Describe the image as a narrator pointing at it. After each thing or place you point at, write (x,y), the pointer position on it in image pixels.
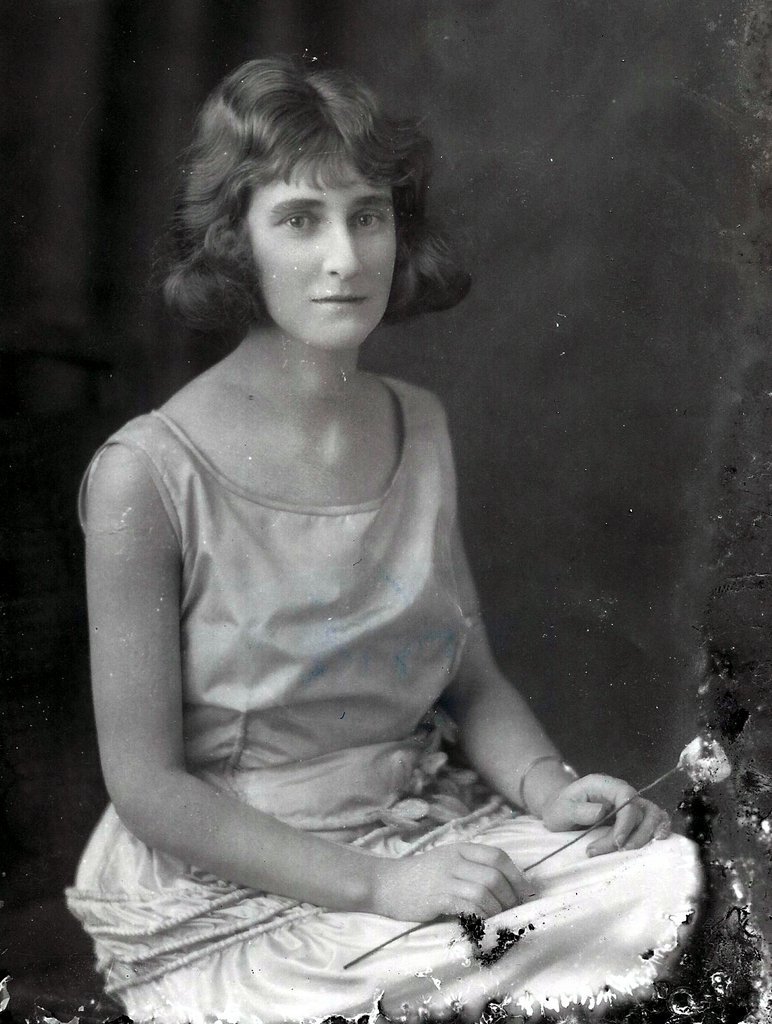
In this picture there is a woman (465,294) who is wearing dress (326,605). She is holding a flower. In the back (588,326) I can see the darkness (545,287).
